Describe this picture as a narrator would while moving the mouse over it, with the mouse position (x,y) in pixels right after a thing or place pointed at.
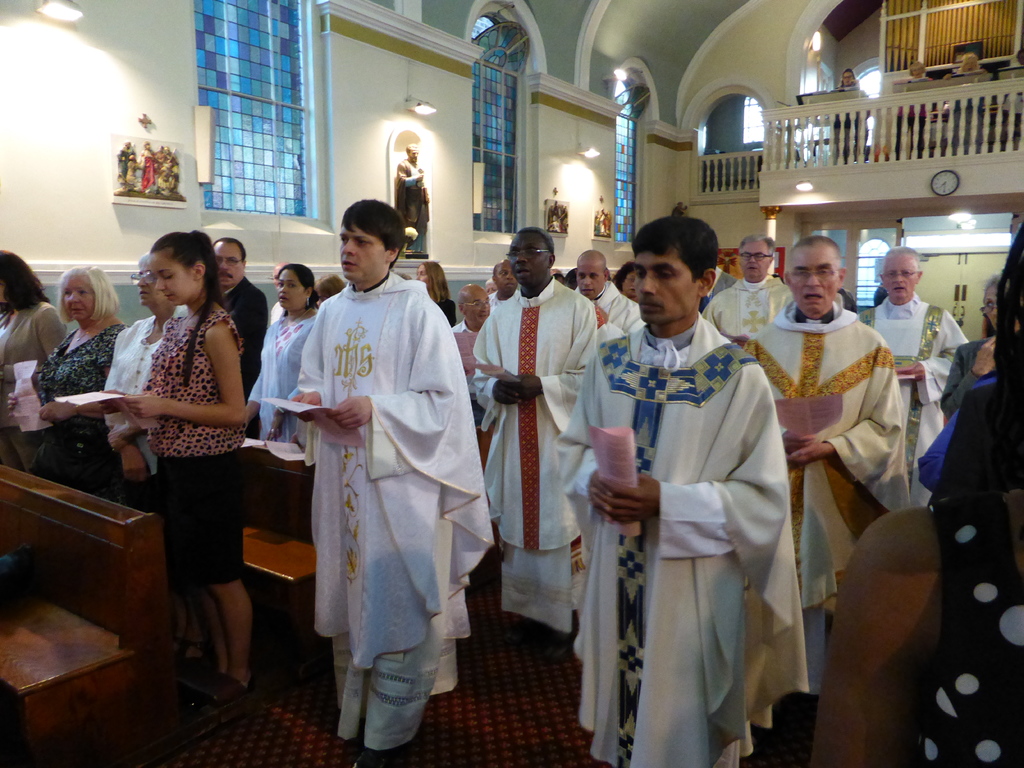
In this image I can see the group of people (391,487) with different color dresses (243,503) and these people (243,503) are holding the papers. I can see the benches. In the background (468,281) I can see the statues (421,237), lights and the windows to the wall (717,204). I can see few people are in-front of the railing (970,134).
